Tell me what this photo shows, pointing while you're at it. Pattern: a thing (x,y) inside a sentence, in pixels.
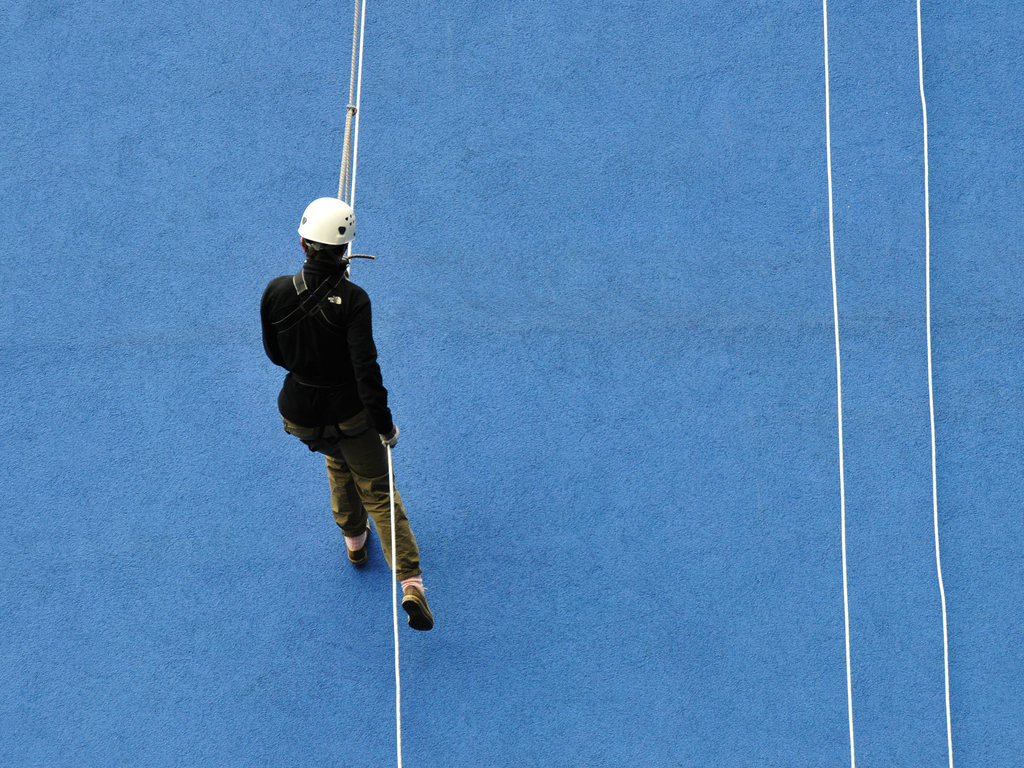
In this image there is a person (343,224) climbing a wall (481,318) by holding a rope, beside the person (362,318) there are two other ropes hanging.
